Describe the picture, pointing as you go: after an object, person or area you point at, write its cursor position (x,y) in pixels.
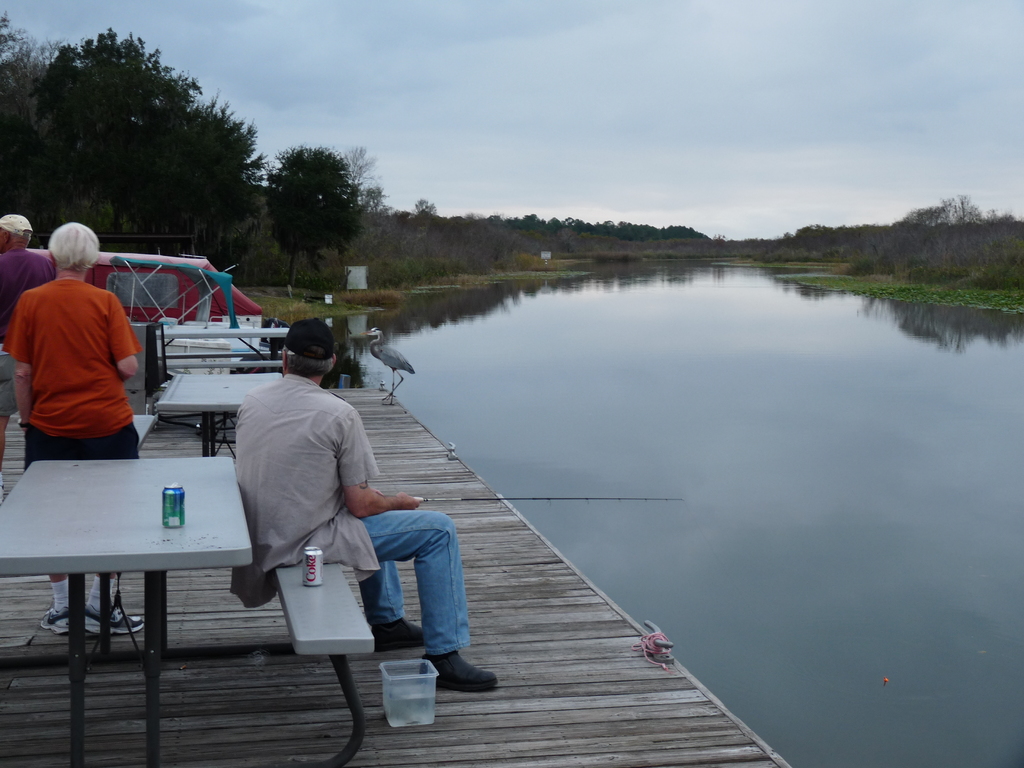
On the left side of the image (164,492) we can see bridge (422,652), tables (182,472), tins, container (397,704), some persons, bird (380,346), boat (181,305). In the background of the image (344,258) we can see trees (818,246), water (741,308). At the top of the image (741,91) we can see the sky (786,79).
